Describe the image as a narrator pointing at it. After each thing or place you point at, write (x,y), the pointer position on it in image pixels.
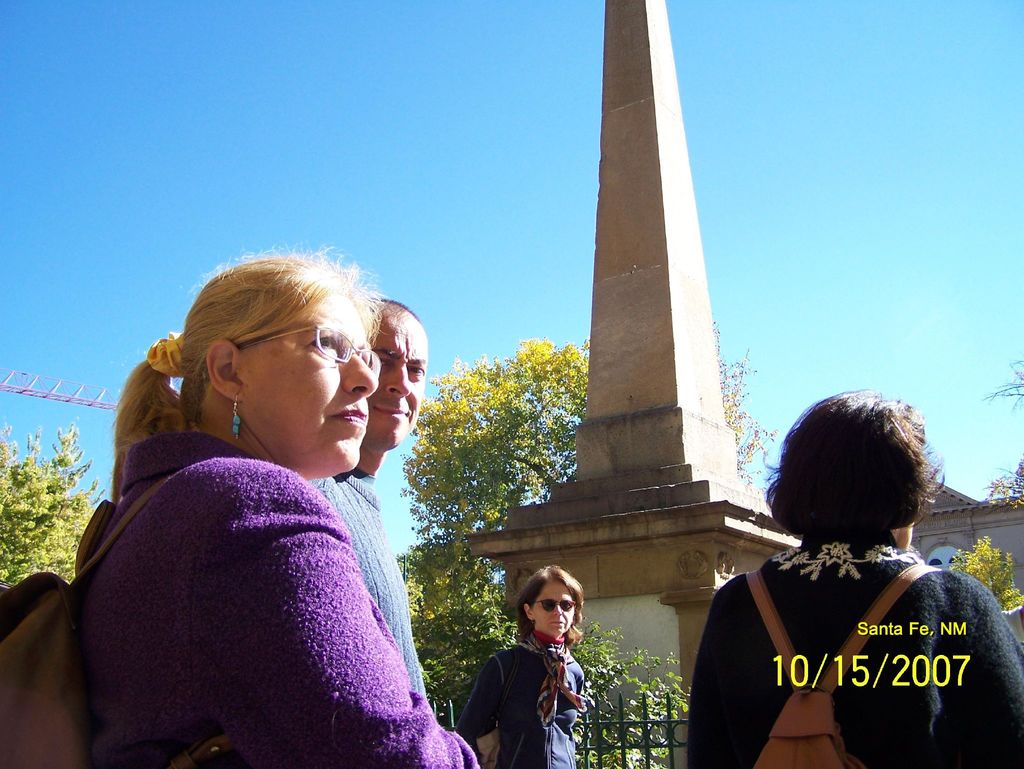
In the foreground of the image (332,675) there are people (938,744). In the background of the image (568,446) there are trees (441,558). There is a memorial (595,387). There is sky (247,96). To the right side of the image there is some text (869,672) at the bottom (796,668).
